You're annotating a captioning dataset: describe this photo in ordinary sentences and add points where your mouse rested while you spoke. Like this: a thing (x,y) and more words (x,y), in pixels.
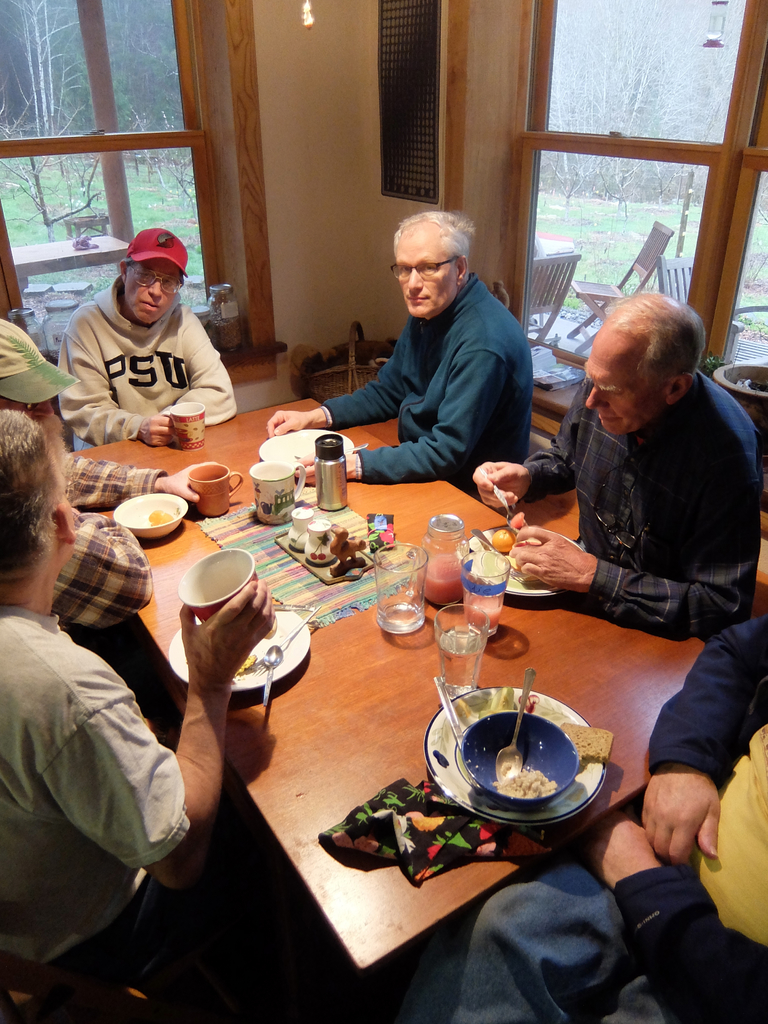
In this image I can see few people (495,334) are sitting around this table (337,920). On this table (331,675) I can see few glasses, mugs (265,517) and few plates (310,439). I can also see few chairs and number of trees (137,60).
